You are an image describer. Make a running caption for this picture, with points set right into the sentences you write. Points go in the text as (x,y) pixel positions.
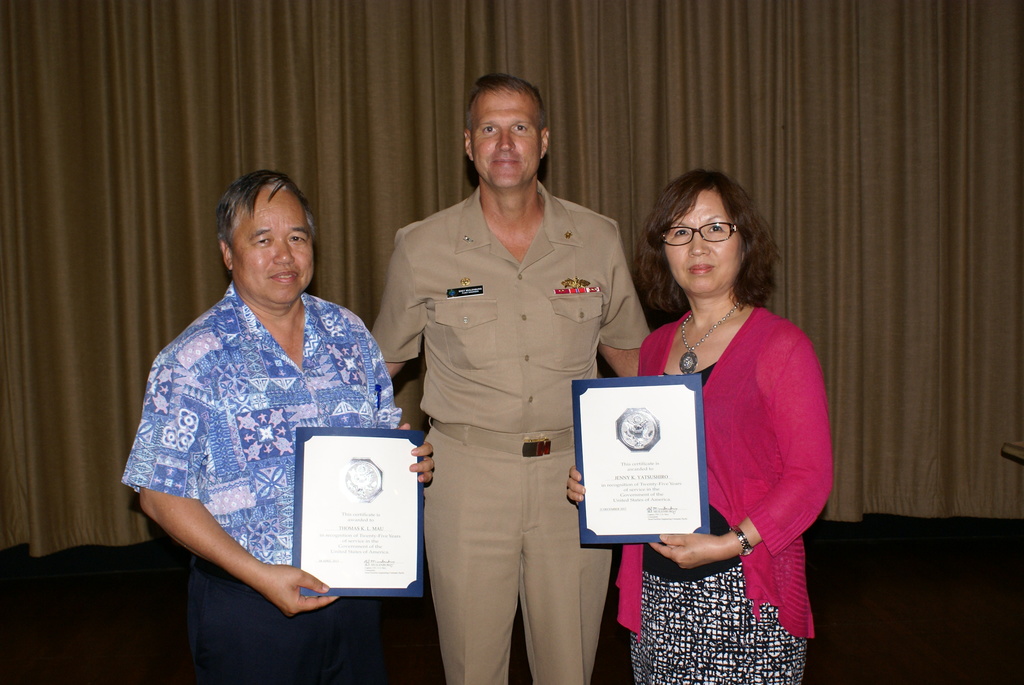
In this picture I can see three persons (394,277) standing, in which two persons (214,372) are holding certificates (372,527), and in the background (322,97) there is a curtain (449,36).
